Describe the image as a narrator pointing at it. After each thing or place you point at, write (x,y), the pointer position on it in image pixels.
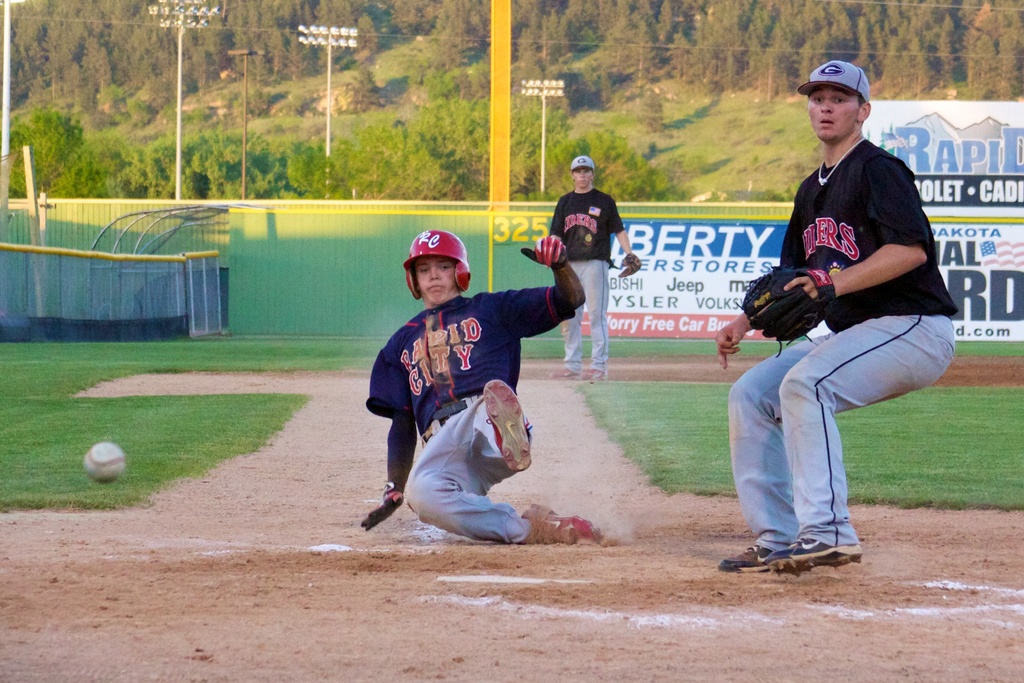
In this image I can see three persons (825,458). In front (774,392) I can see two people (497,357) are playing game and I can also see the ball (119,465) in white color. Background (365,240) I can see the fencing (282,242), few boards (664,257) attached to the poles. I can also see few light poles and the trees (826,40) are in green color.
